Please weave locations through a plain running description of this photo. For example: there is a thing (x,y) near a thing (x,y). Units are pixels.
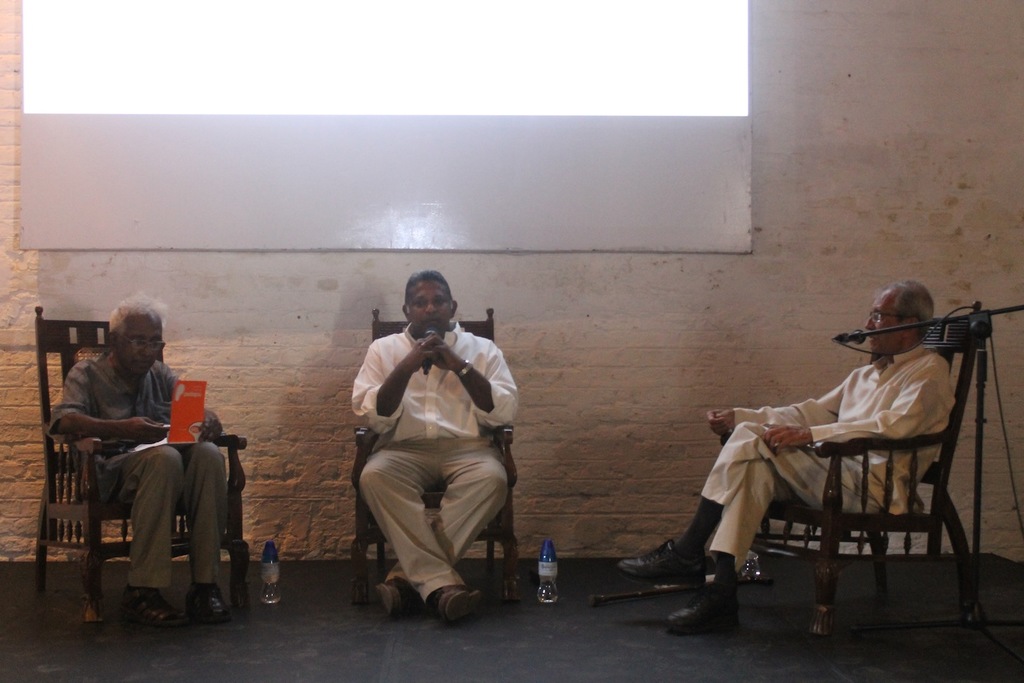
In this image we can see three people (876,386) are sitting on the chairs (504,513). There are bottles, stick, book (188,435), and mike's (981,622). In the background (937,266) we can see a wall (773,314) and a screen (622,167).
